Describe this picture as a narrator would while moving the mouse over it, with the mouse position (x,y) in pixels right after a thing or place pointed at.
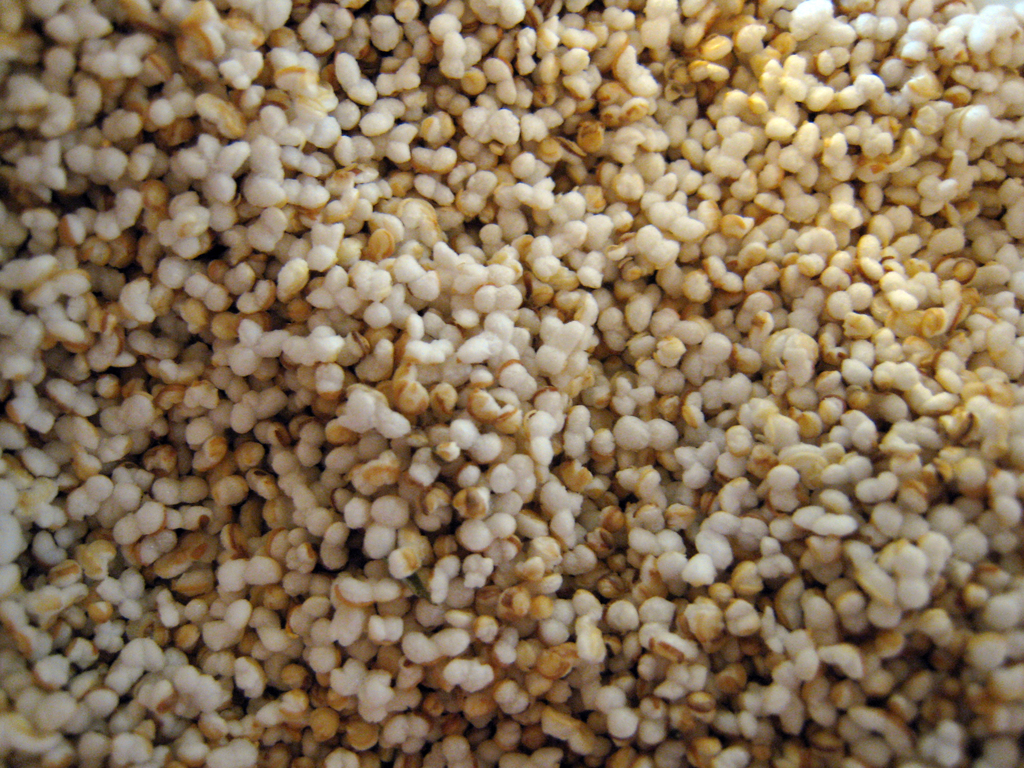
In the picture we can see grains (475,417).
